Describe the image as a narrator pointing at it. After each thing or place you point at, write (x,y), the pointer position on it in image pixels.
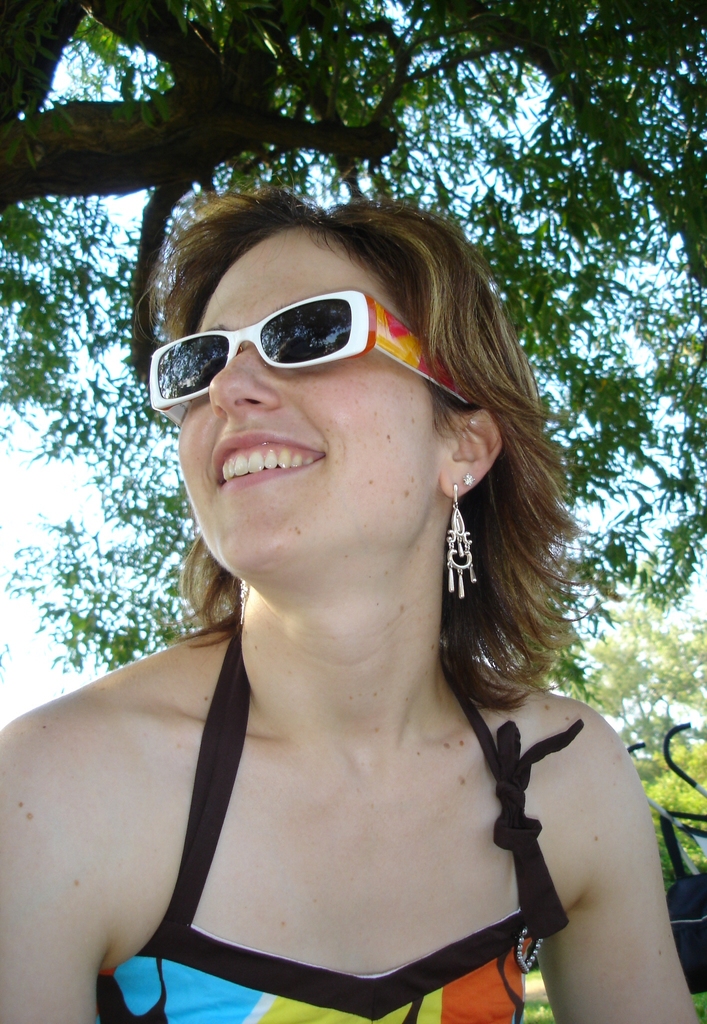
This image consists of a woman (341,919) wearing shades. In the background (148,192), there is a tree (67,396).
